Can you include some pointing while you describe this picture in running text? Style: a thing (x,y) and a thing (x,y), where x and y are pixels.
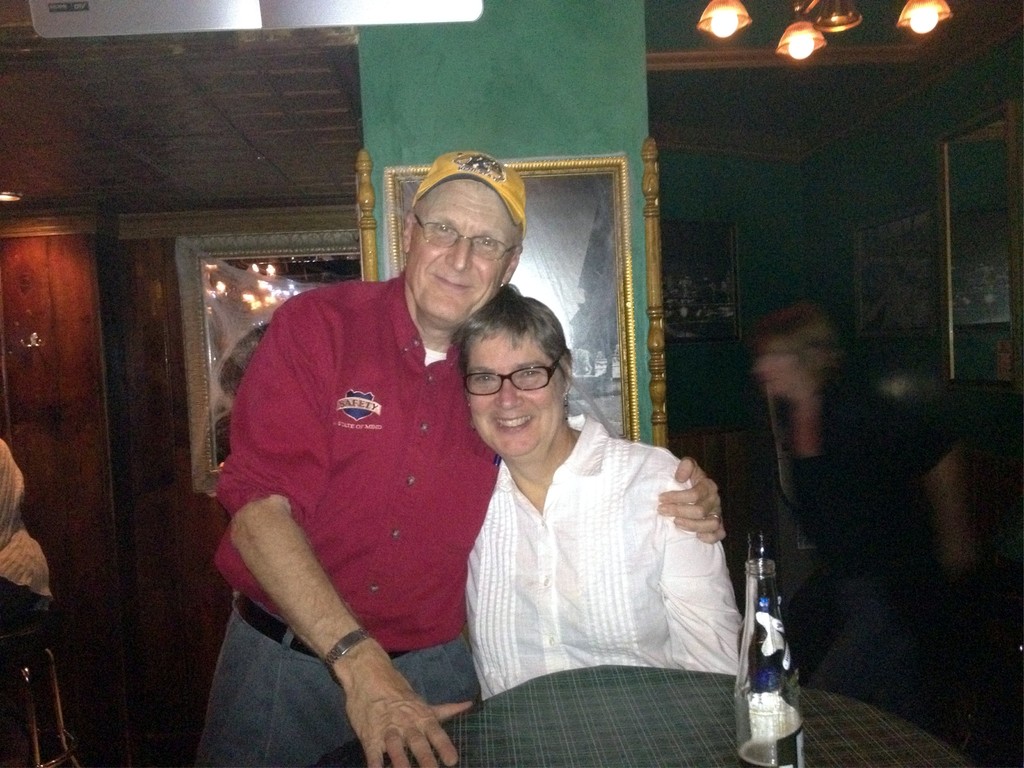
there is a old man (398,402) holding a old woman (697,545) beer bottle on the table (693,752) and behind them there is a photo frame (543,289) on the wall (733,456).
